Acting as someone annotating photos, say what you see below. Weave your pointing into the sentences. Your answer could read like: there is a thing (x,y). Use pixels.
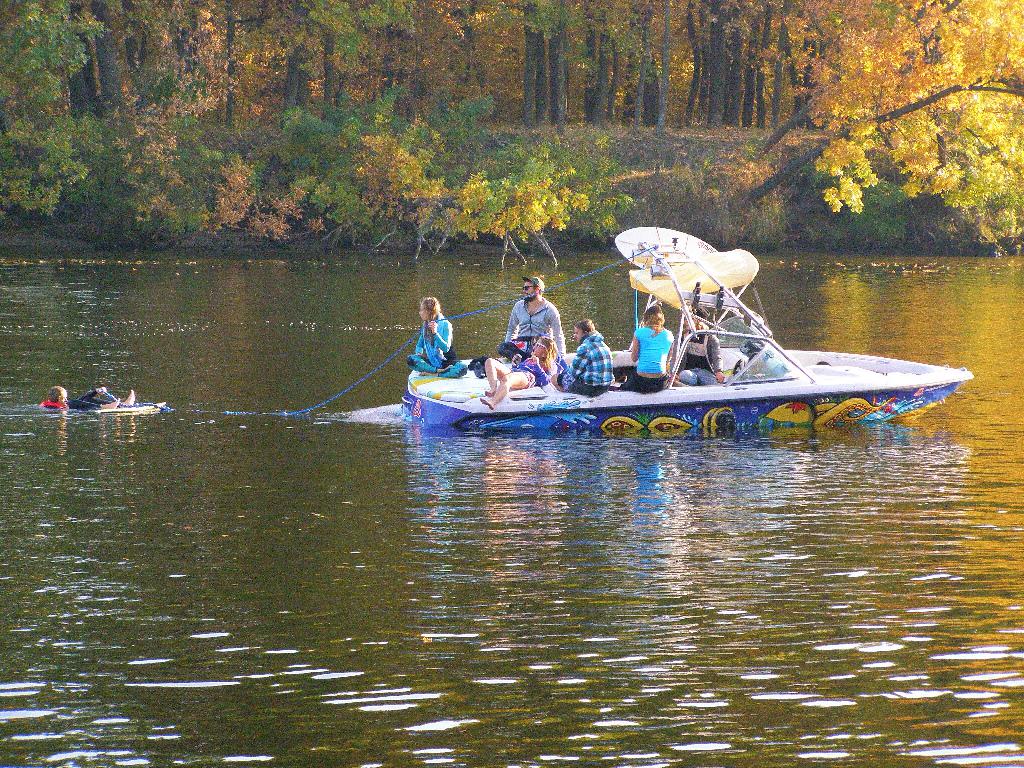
In this image in the center (621,393) there is a boat (764,379) with persons (641,366) sitting on it. On the left side (120,399) there is a person (95,399) floating in the water (147,352). In the background (367,86) there are trees (561,128).
